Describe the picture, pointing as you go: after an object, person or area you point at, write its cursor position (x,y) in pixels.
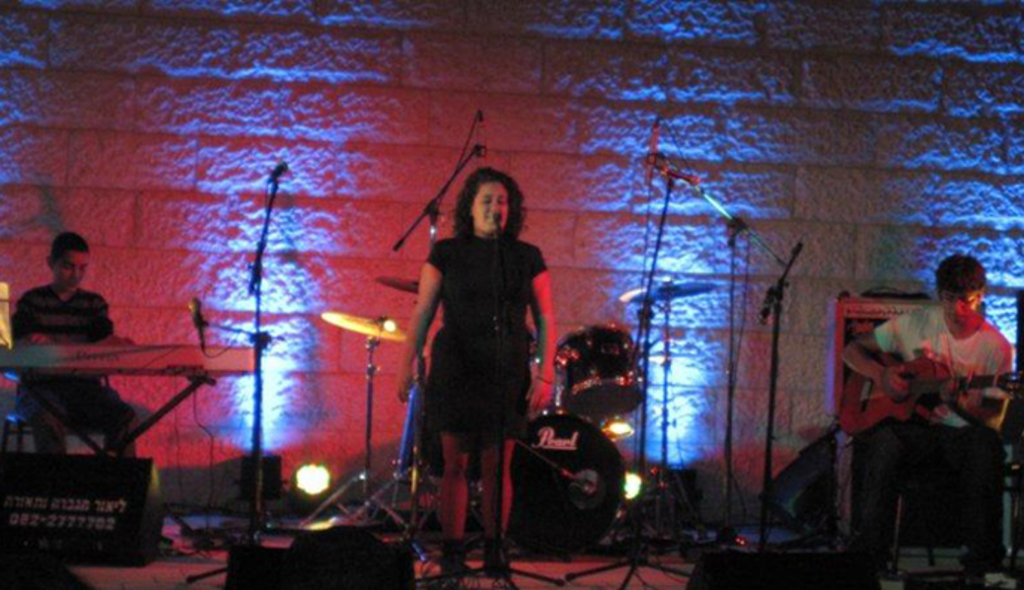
Here we can see three persons (876,489). She is singing on the mike (493,224) and he is playing guitar (913,405). There are some musical instruments (566,534). Here we can see a man (57,430) playing musical instrument (248,361) and there are lights (625,479). In the background (642,159) we can see a wall (822,233).
